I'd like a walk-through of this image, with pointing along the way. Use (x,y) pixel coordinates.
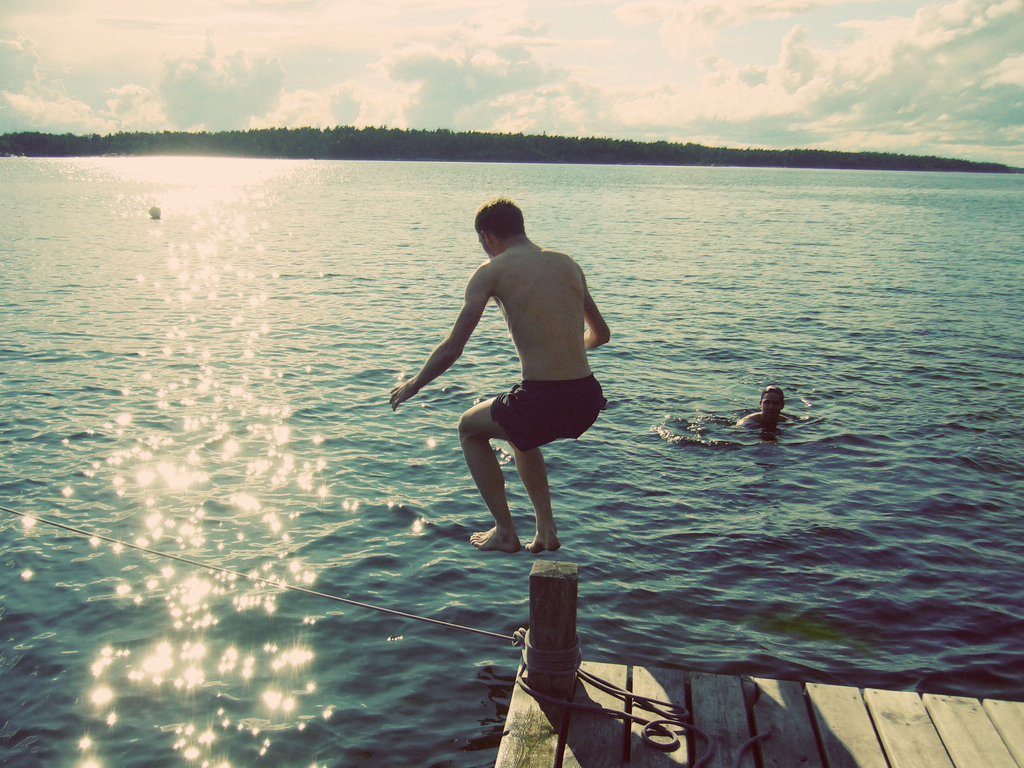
In this picture we can see a rope (561,700) on a wooden platform (547,736), two men (545,288) where a man (748,422) in the water (700,480) and a person (499,219) is jumping and in the background (185,81) we can see the sky (421,59) with clouds (217,103).
